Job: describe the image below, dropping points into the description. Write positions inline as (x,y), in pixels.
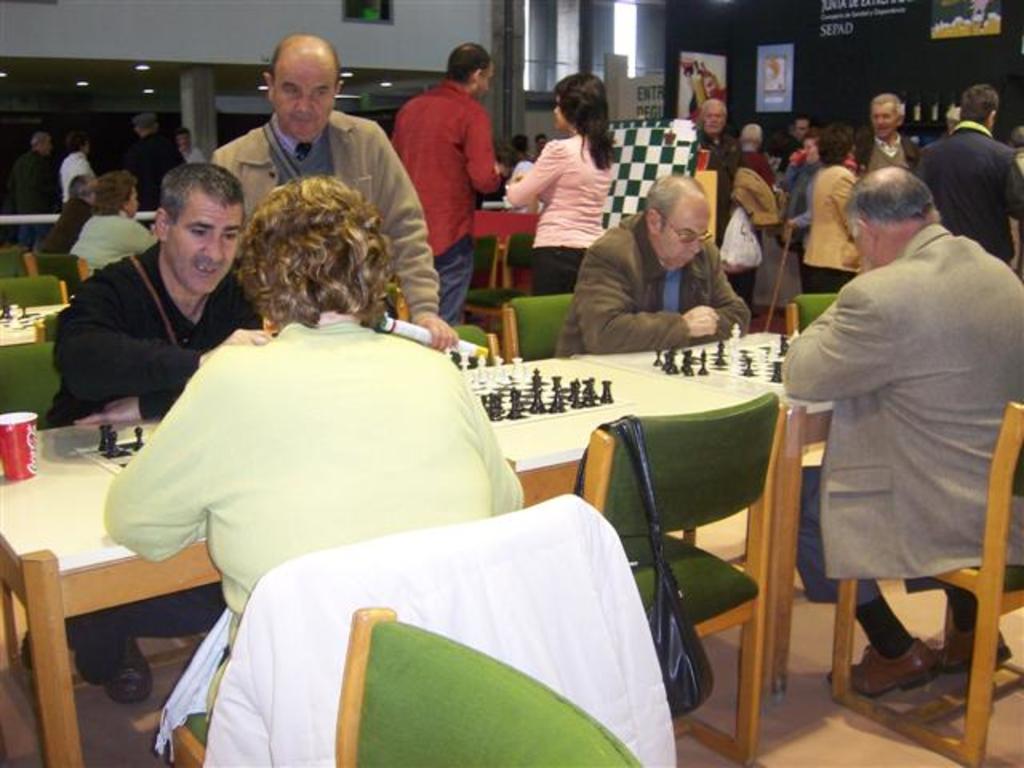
In this picture there are many people (383,370). Here these two people (181,346) are playing chess. And we can see a table (59,518). And there is coke glass (33,448) on the table (54,480). And there is a chair (680,459) beside the lady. That is in green color. There is handbag (670,625) which is in black color. Here these two men (860,327) are playing chess. You can see the chess coins (734,340) here. And there is man (457,195) with red shirt (447,171) and lady (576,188) with pink shirt (571,160). There are some poster (770,79). Here all these people (795,158) are standing. We can see a pillar (211,116).
